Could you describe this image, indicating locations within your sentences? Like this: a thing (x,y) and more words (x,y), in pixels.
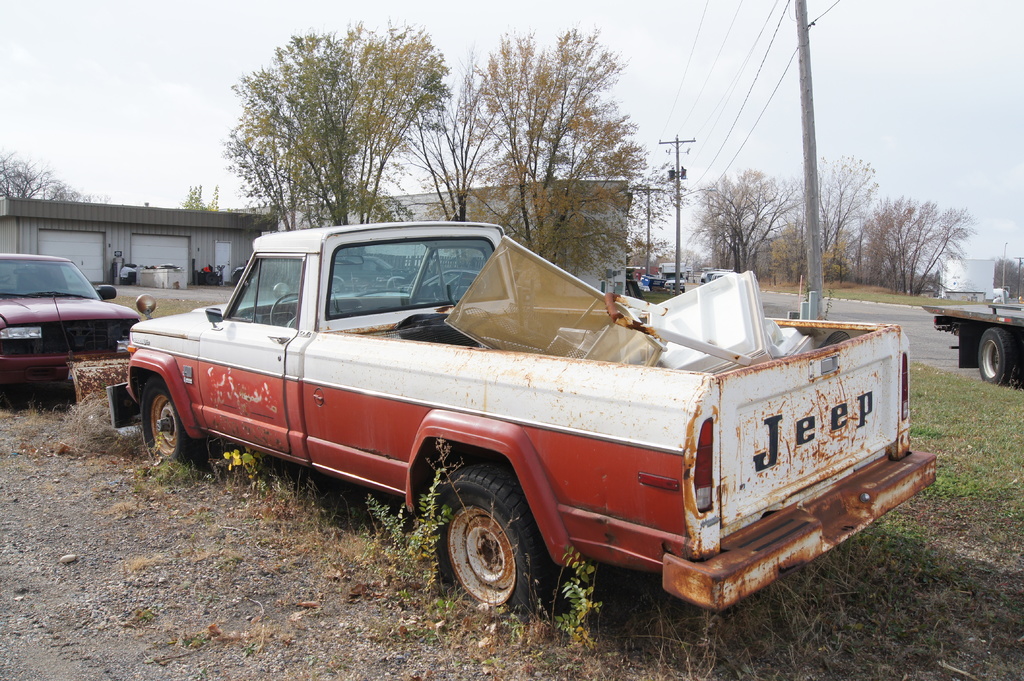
In this image I can see a car (370,355), in the car (500,367) I can see an object's (740,299) and on the left side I can see another car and at the top (83,81) I can see the sky (652,83) and in the middle (651,262) I can see house (219,217) and trees (387,144), street light poles (817,217) and power line cables (697,35) visible on the right side (881,318) I can see a road (902,313) and truck (1007,318).
